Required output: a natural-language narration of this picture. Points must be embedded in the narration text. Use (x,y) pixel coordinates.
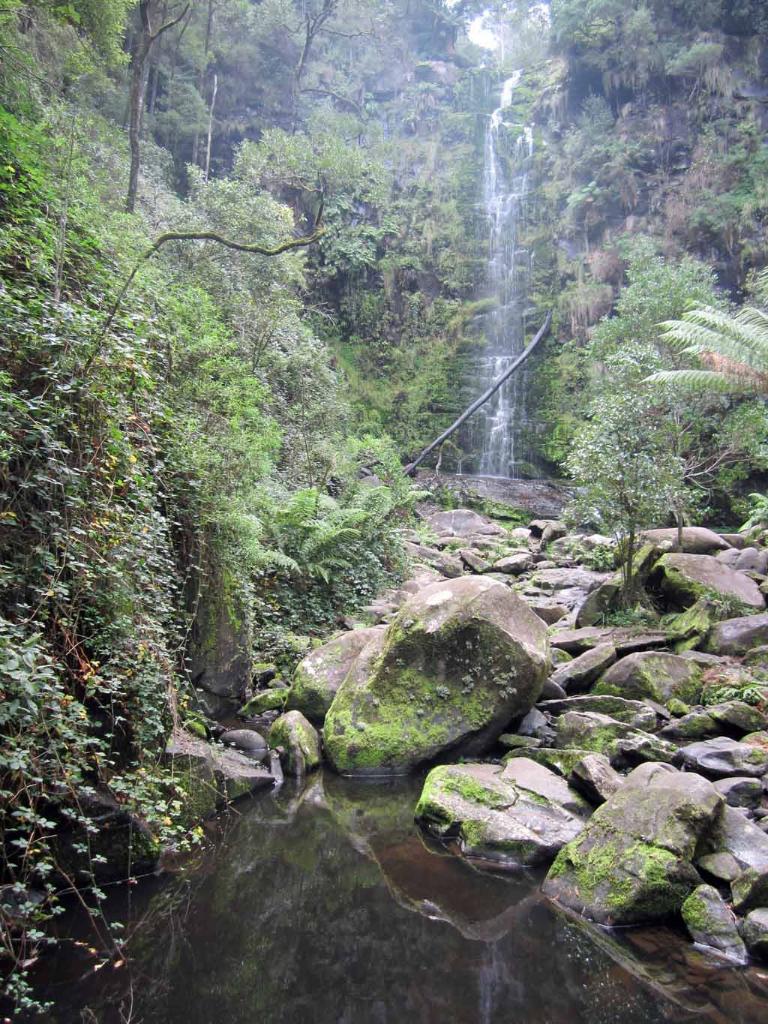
At the bottom of this image (307,895), there is water (320,950). On the left side (101,916), there are trees (113,12) and plants (255,318) on a hill (265,276). On the right side (635,796), there are rocks (718,539) and trees (686,505). In the background (537,393), there is a waterfall (496,121) and there are trees (454,52) and plants (384,252).
